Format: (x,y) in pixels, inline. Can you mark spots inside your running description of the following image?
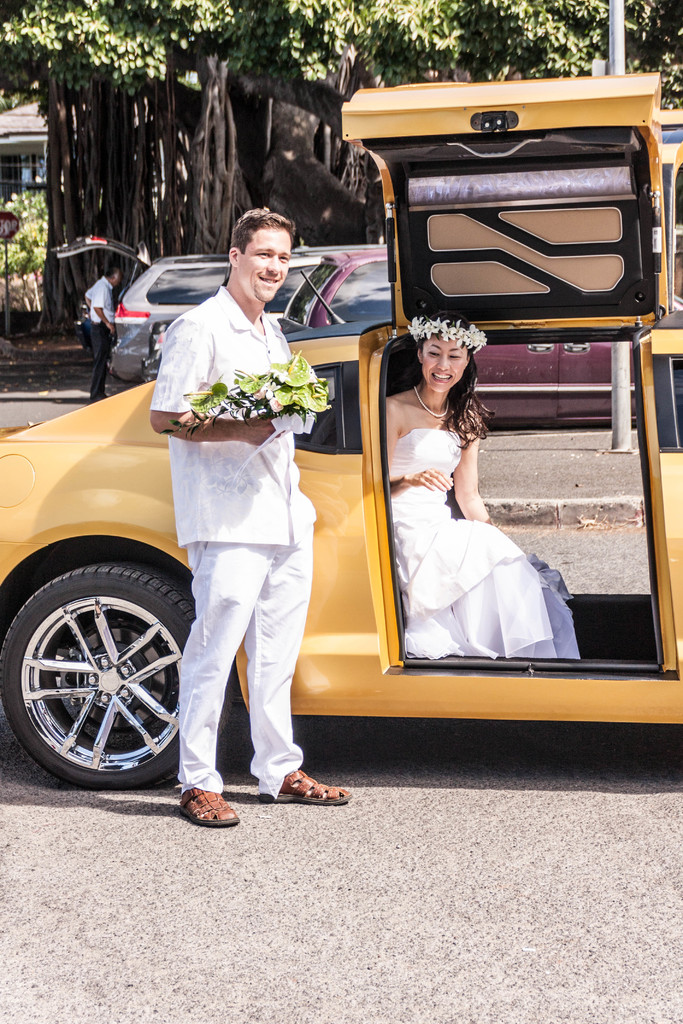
There is a ground (222,870), There is a car (381,620) in yellow color in that car (390,530) a woman (450,458) is sitting in white dress (468,539) and there is a man (261,419) standing outside the car (671,665) in the white dress (245,545) and in the background (161,269) there are some cars (292,284), and a tree (125,176) and in green color.
